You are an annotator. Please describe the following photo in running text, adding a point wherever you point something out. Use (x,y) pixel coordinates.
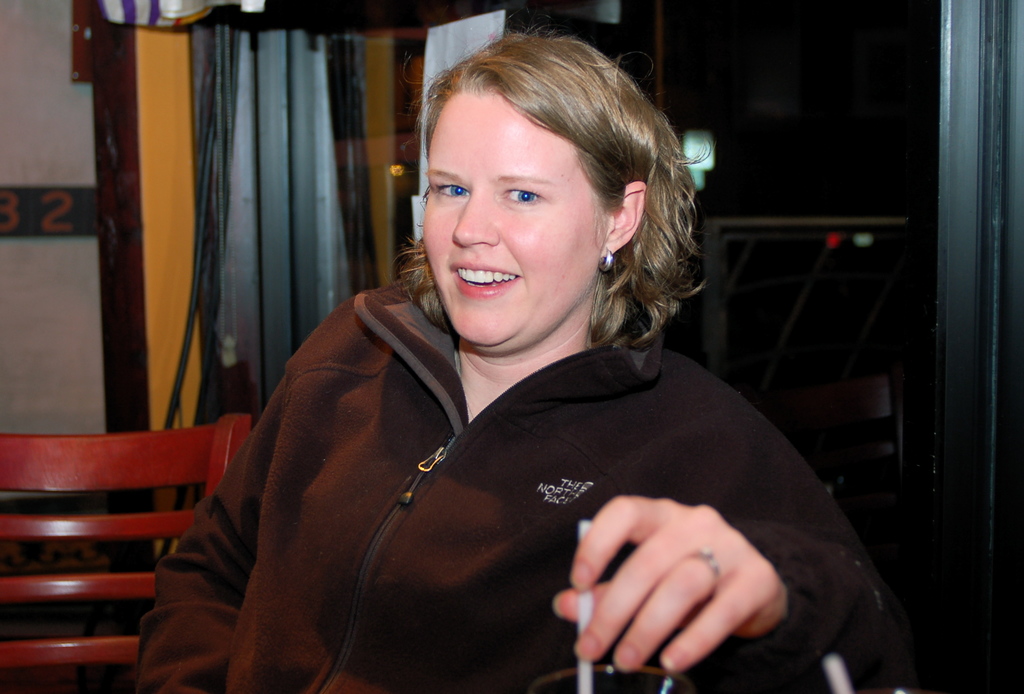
In this image we can see a lady person (498,525) wearing brown color dress (576,523) sitting on chair (66,524) holding straw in her hands (556,606) and in the background of the image (309,160) there are windows (251,180), curtains (352,236) and there is a wall (30,324).
